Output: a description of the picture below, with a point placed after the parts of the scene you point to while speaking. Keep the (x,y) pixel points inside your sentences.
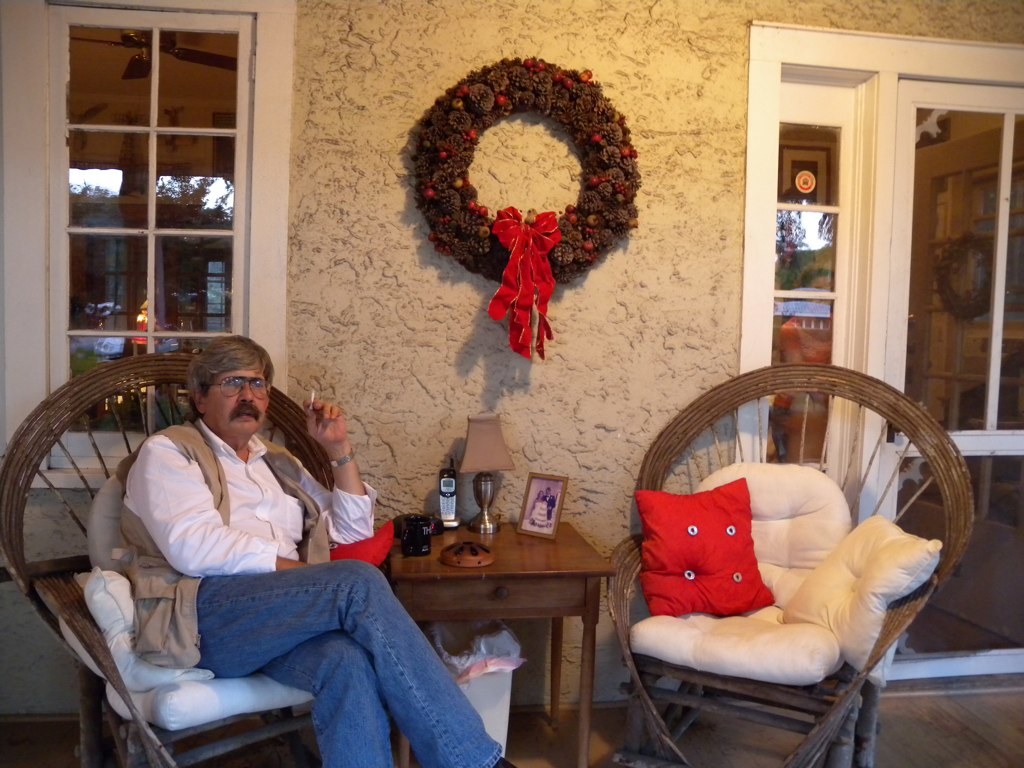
The photo is taken on a porch (533,640). There are two chairs (797,576) in between there is a table (520,593). On the table (476,587) there is a table lamp (482,460), one photo frame (549,500), one phone (442,499) and few other things (440,523). On the left side (233,500) a man (227,550) is sitting on the chair (112,568). He is wearing white shirt (222,466) and blue pant (245,612). Behind him there is a glass window (152,254). Beside the glass window (205,216) there is a garland (469,190). In the right side (917,150) there is a door (984,344).
